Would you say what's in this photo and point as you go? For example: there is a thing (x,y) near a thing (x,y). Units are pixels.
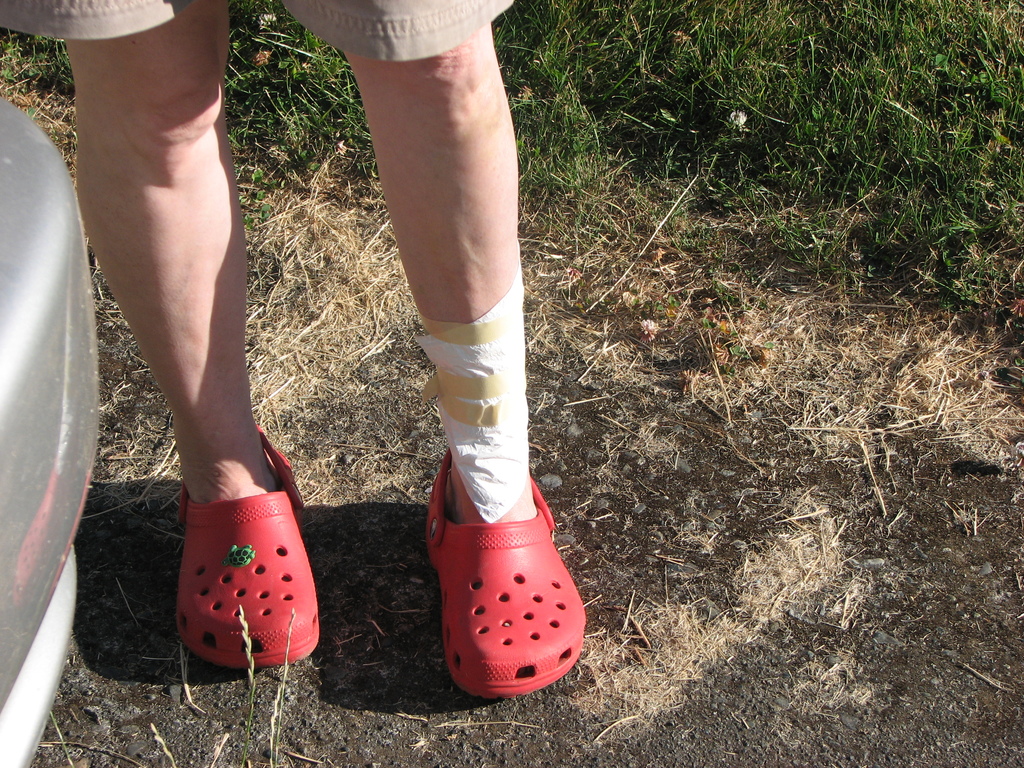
In the image we can see human legs (220,237), wearing short (81,22) and shoes (457,601). Here we can see dry grass (750,591), grass (768,125) and an object (80,413) on the left side of the image (15,427).
